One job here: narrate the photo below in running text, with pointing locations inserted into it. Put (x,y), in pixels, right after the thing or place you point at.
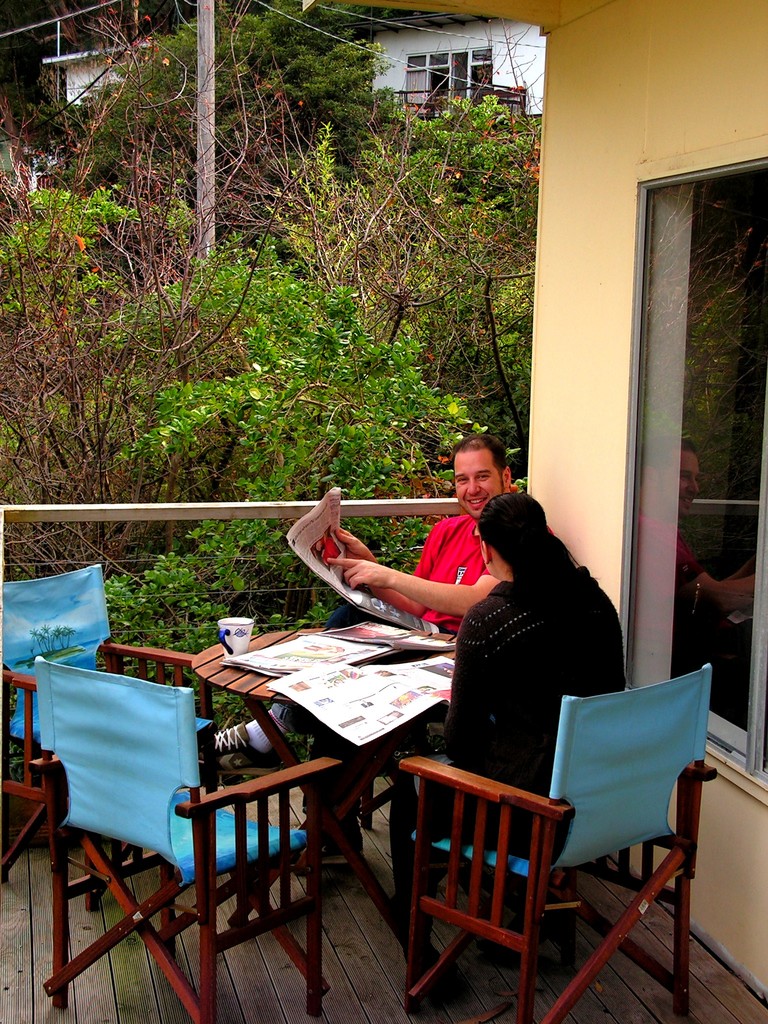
in the center (409,583) we can see two persons (493,648) were sitting on the chair (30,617) around the table (318,683). On table (328,658) we can see newspaper (371,685), coffee cup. And coming to background (341,203) we can see building (497,81), window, trees (242,190).
